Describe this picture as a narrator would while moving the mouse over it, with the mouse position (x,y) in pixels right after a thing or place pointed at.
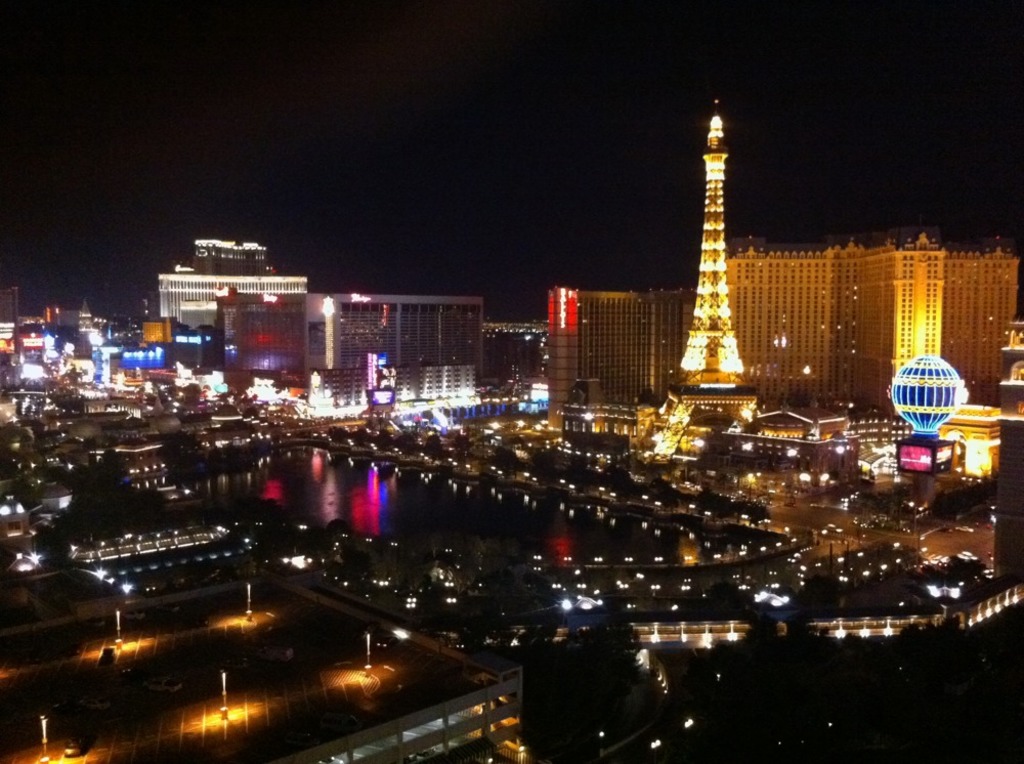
In this picture I can see few buildings (915,329) and a tower (703,299) and I can see few lights (175,409) and I can see dark background (731,3).
